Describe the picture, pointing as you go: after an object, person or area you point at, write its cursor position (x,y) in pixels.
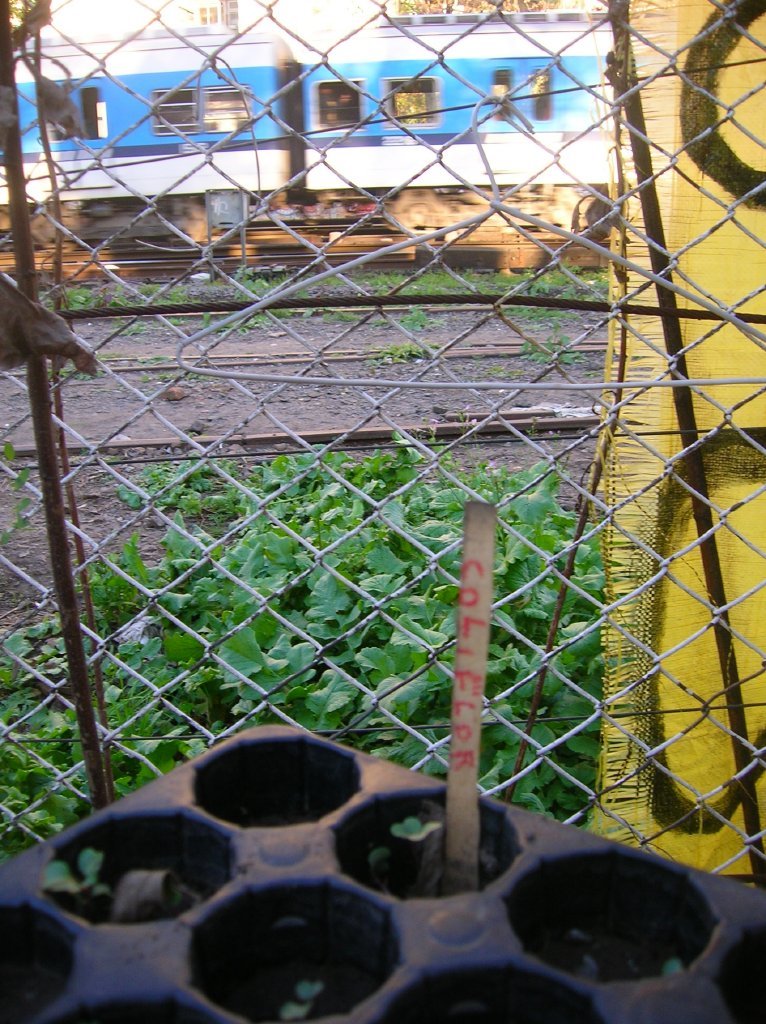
There is a black color object (294,942) in the left corner (251,936) and there is a fence (370,596) in front of it and there is a train (447,121) on the track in the background (377,124).
